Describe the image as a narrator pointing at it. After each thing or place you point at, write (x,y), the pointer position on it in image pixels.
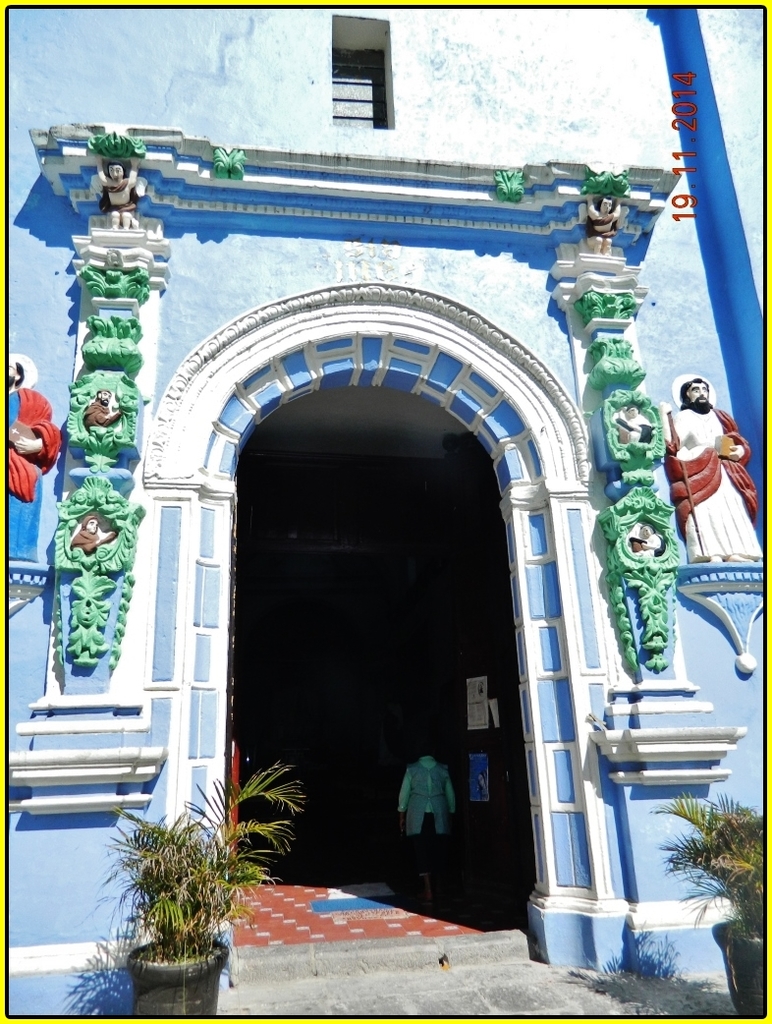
In this picture we can see the blue color arch (480,354) in the front (622,909). Beside there are two statue (34,519) on both the sides. On the top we can see the small window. In the front (188,937) bottom side there are two plant pots (189,927).
